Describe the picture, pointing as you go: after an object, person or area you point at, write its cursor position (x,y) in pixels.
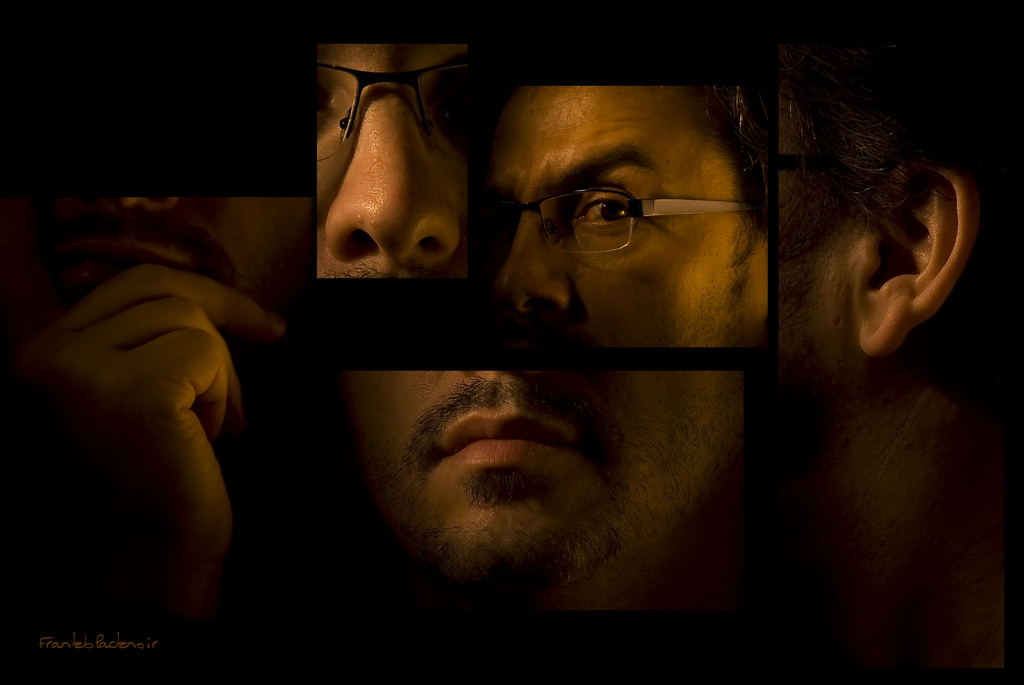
In this image we can see the collage picture of a man (705,463).
